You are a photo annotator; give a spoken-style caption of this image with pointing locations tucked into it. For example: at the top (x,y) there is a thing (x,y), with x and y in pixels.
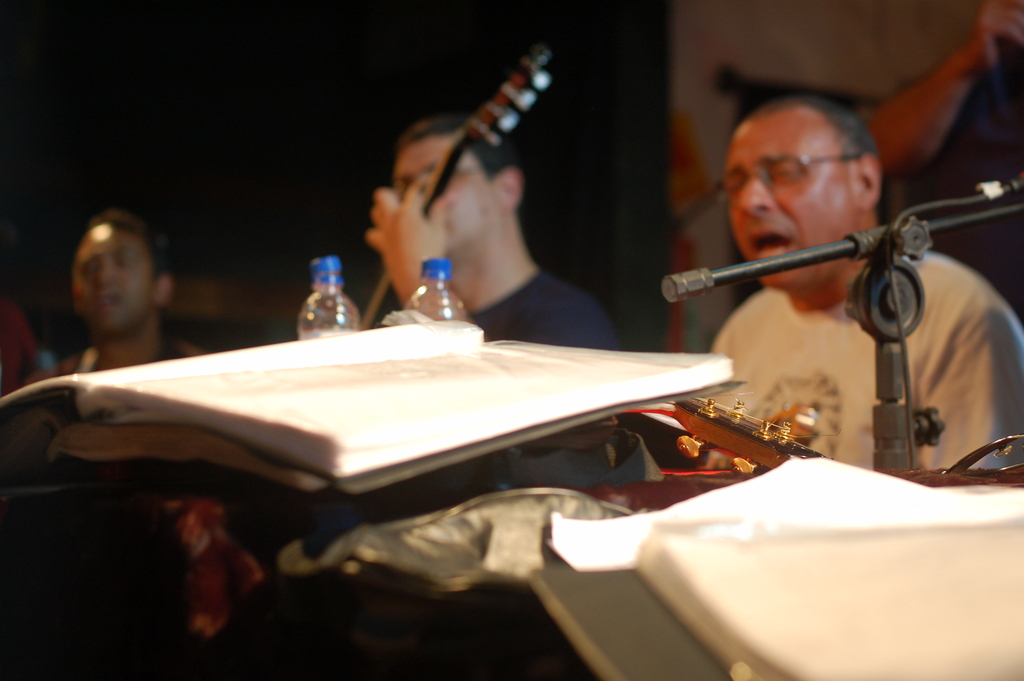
In this image I see a book (401,425) over here and I see a tripod (898,418) on which there is a wire (906,376) and I see a musical instrument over here. In the background (149,310) I see 3 men (381,201) in which this man (391,274) is holding a musical instrument (431,201) in his hand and I see 2 bottles (430,271) over here and it is dark over here and I see that it is blurred in the background (676,134).
